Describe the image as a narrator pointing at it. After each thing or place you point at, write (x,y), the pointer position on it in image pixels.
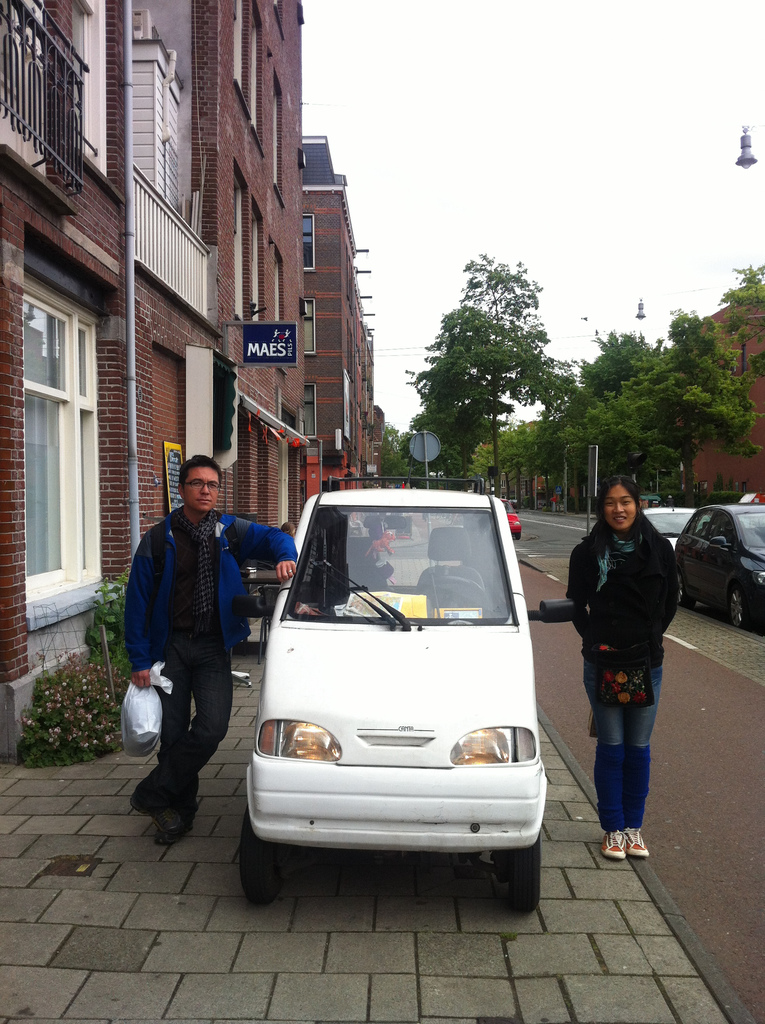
In this image I can see two people (213,722) standing to the side of the vehicle (375,657). These people (179,662) are wearing the different color dresses (659,679). To the right (720,586) I can see few more vehicles (708,591) on the road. To the left (196,185) I can see the building (232,336) and boards (263,331) to it. In the background (499,396) there are many trees (481,412) and the sky (382,161).
